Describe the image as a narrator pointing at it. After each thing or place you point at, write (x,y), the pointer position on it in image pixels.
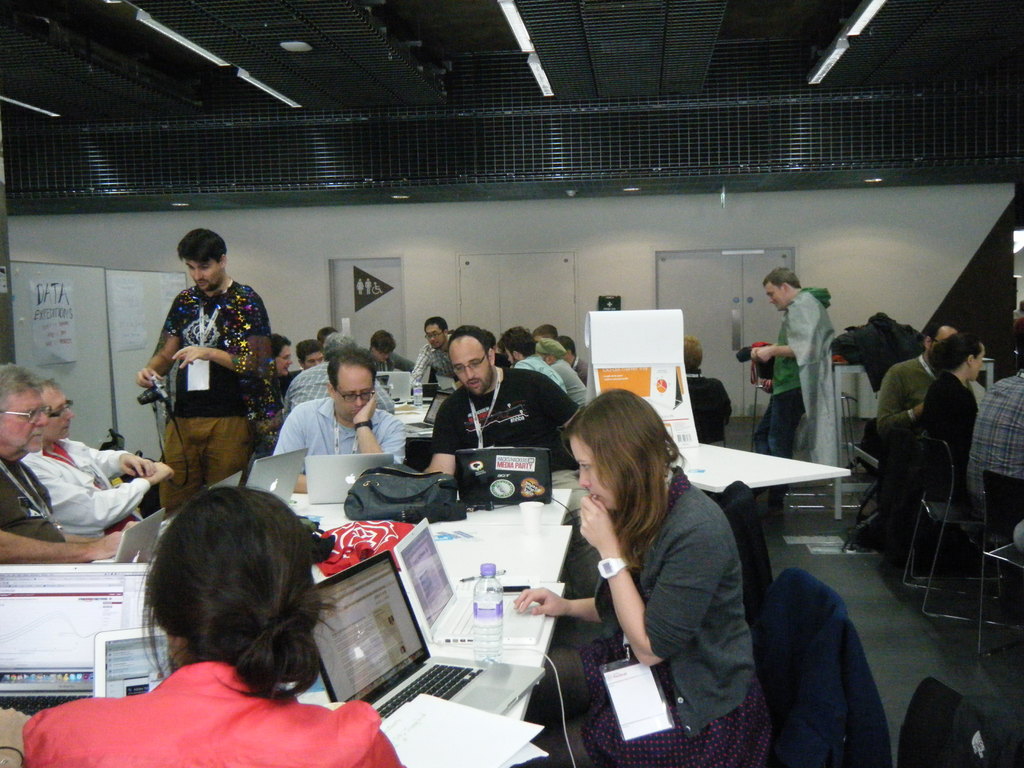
In a room (726,108) there are many people (296,539) sitting around the tables (486,521) and working with the laptops (308,459), on the table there are many laptops (416,550), a bottle (478,605), bags (372,490) and one person (215,344) is standing in between and taking the photos. In the background (304,231) there is a wall (506,244) and there are three doors (547,282) in between the wall (434,291).
